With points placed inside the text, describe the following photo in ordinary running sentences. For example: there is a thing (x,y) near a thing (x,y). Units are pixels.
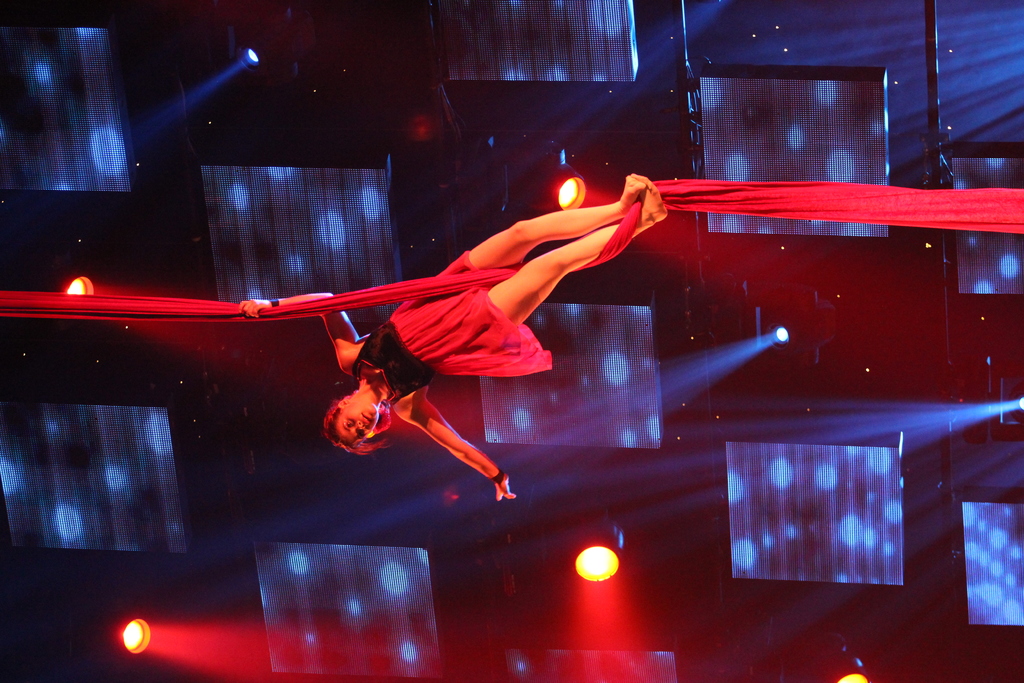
In this image a girl (432,297) is holding a cloth (510,276). She is in air. Background there are few lights (174,631).
